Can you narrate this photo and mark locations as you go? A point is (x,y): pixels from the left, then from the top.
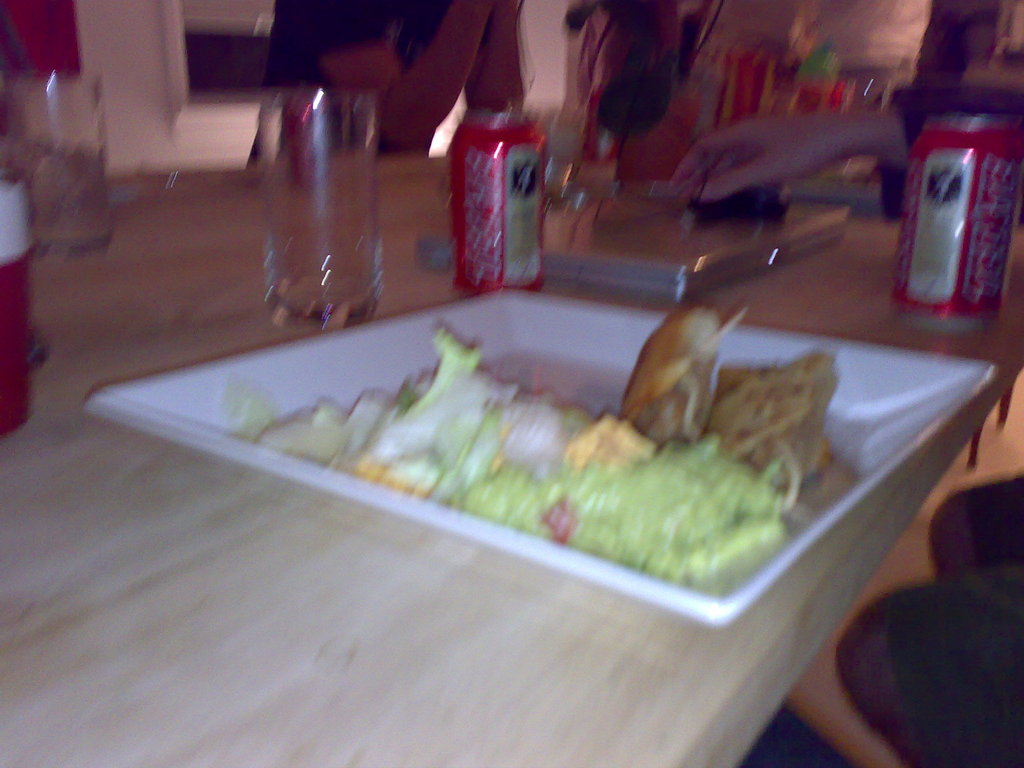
This image consists of glasses (309,241), beverage cans (917,205) and food items (766,399) in a plate (849,459) which are kept on the table (329,563). This image is taken may be in a hall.
